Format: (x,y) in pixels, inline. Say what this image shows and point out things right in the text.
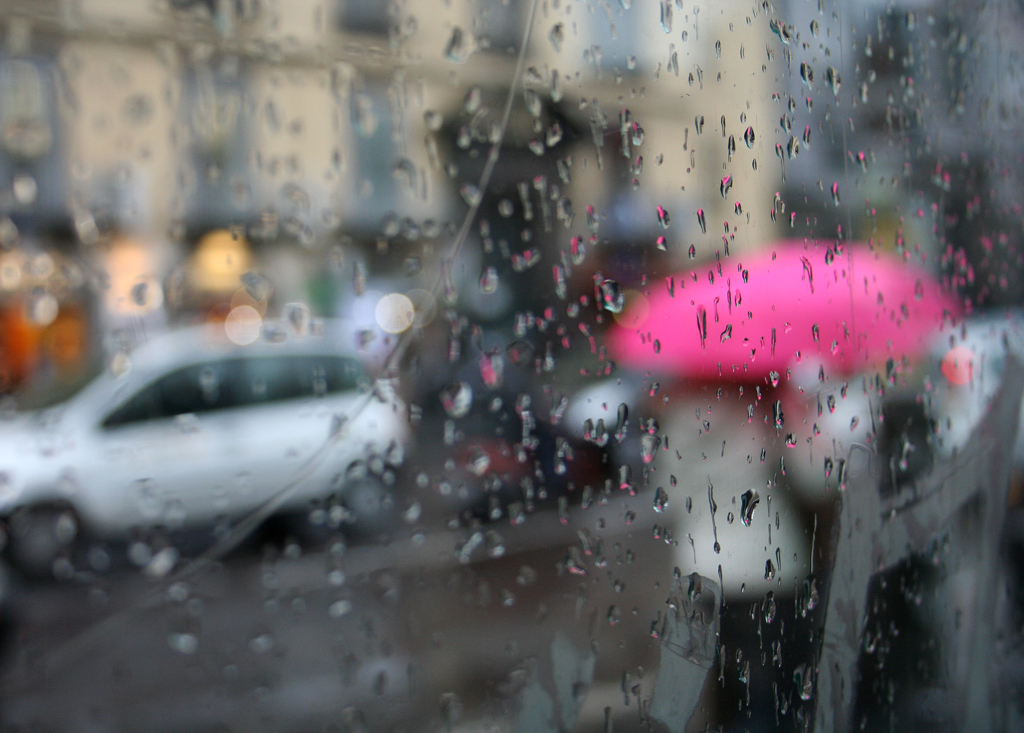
In this picture there is a glass (460,354) which has water droplets (528,198) on it and there is a car (217,381) and a person (723,399) holding a pink color umbrella (748,303) in the background (779,285).
